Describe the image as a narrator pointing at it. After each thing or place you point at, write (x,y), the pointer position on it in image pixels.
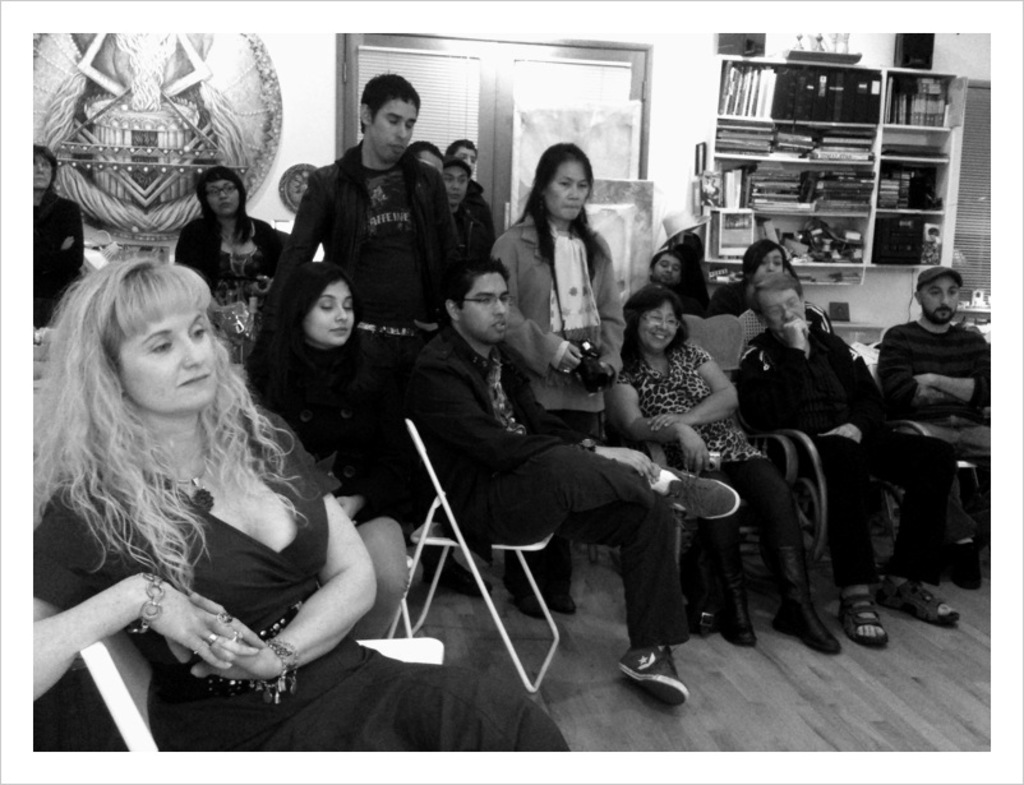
There is a group of persons (40,694) are sitting in the middle of this image (667,421) and there are some persons (571,228) standing in the background (315,208). There is a rack (732,158) filled with some books (857,194) on the right side of this image (863,214). There is a door (512,111) at the top of this image (500,113).
